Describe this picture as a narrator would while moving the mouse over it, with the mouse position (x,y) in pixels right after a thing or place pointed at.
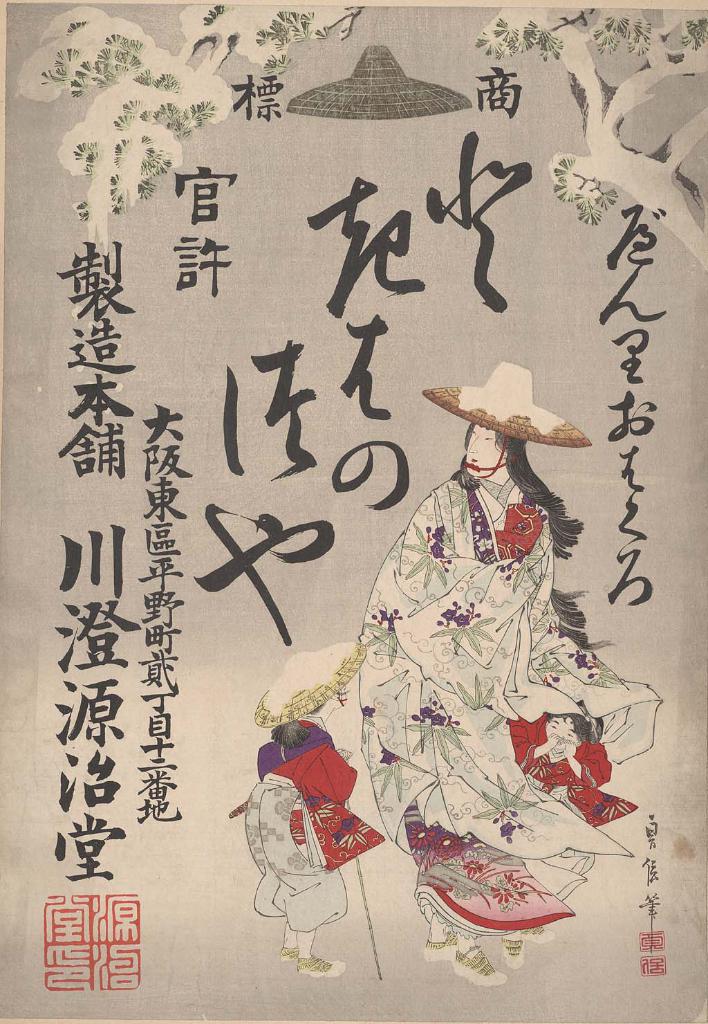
This is a picture of a poster (369,556), where there are people (461,389) with hats (461,389), letters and a tree (602,199) on the poster (312,364).
